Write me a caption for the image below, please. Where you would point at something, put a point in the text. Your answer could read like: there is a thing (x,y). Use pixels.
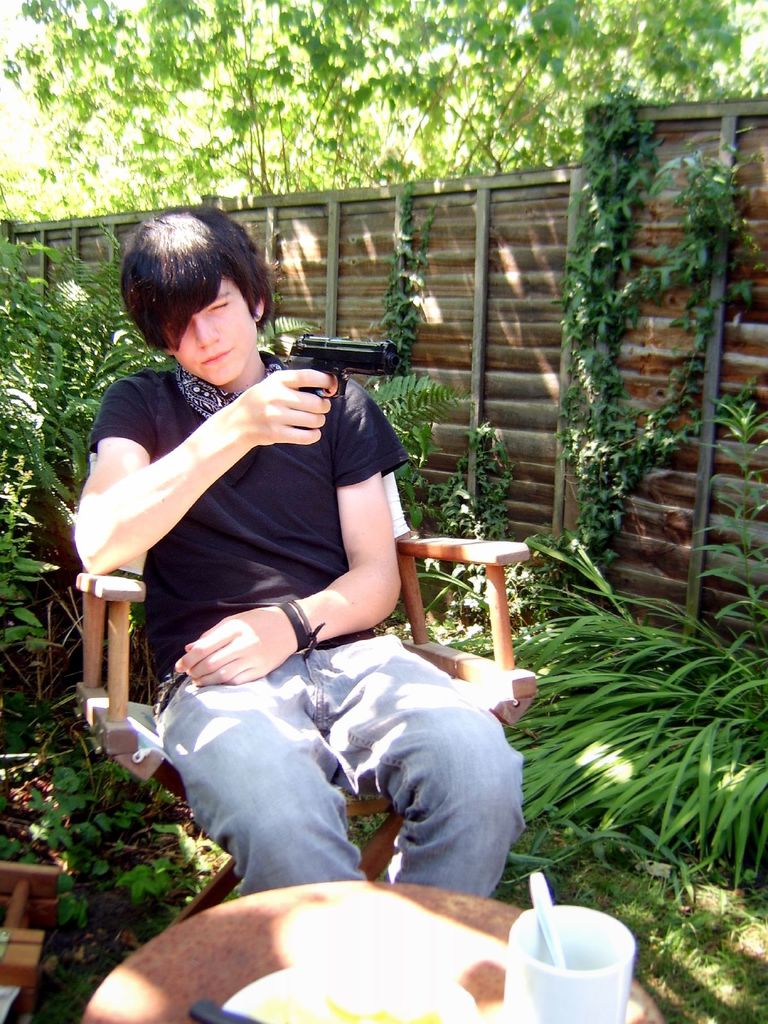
On the background (505,112) we can see trees (573,107) and wooden board (528,297) in the form of a wall (295,245). These are plants (608,312). Here we can see a man (234,526) wearing black shirt (270,506) sitting on a chair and he is holding a gun (329,352) his hand (277,403). On the table (334,932) we can see a mug (584,954), spoon (555,947) and a plate (439,992).
